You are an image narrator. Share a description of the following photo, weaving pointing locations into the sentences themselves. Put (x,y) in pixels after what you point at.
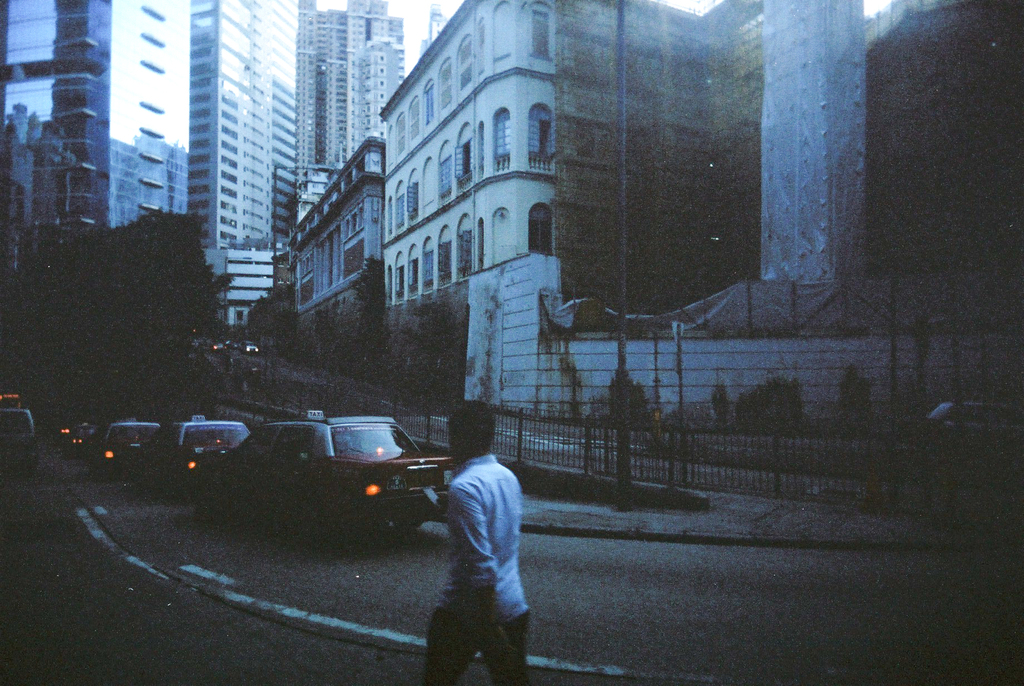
This image is clicked on the road (425,605). There are vehicles (289,463) moving on the road (291,588). In the center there is a man (460,592) walking on the road (300,531). Beside the road (300,597) there is a railing (674,445) on the walkway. In the background (343,190) there are buildings (242,167). In front of the buildings (40,139) there are trees (149,332) and plants (611,394). There is a pole (627,325) in the image.
